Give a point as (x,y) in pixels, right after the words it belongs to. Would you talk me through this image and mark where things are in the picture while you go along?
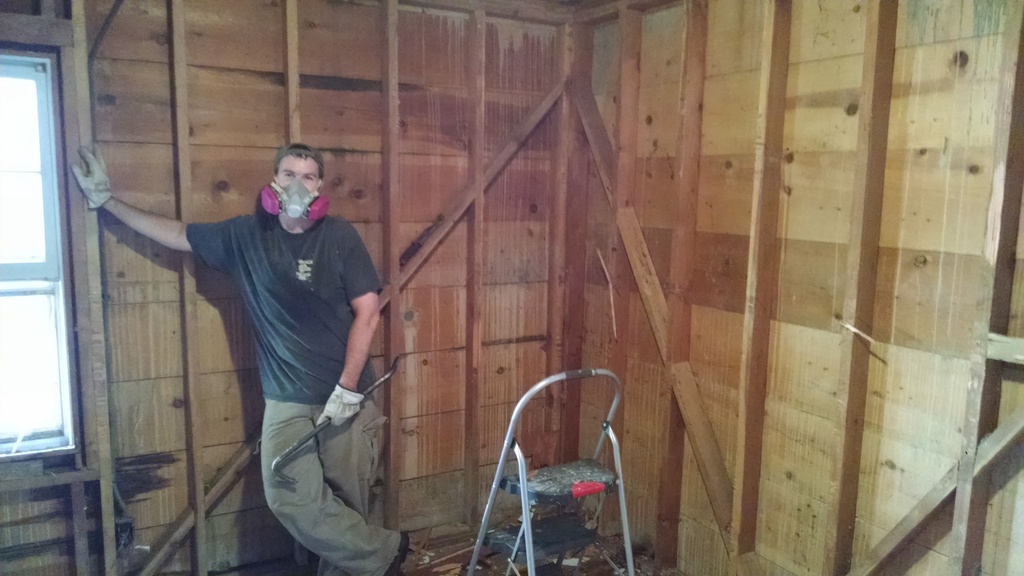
In this image we can see there is a person (310,350) standing and holding an object (301,447) in his hand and he is wearing something to his mouth (294,210), beside this person (291,204) there is a metal ladder (533,478). In the background (564,299) there is a wooden wall (497,132). On the left side of the image (58,308) there is a glass window (38,429).
